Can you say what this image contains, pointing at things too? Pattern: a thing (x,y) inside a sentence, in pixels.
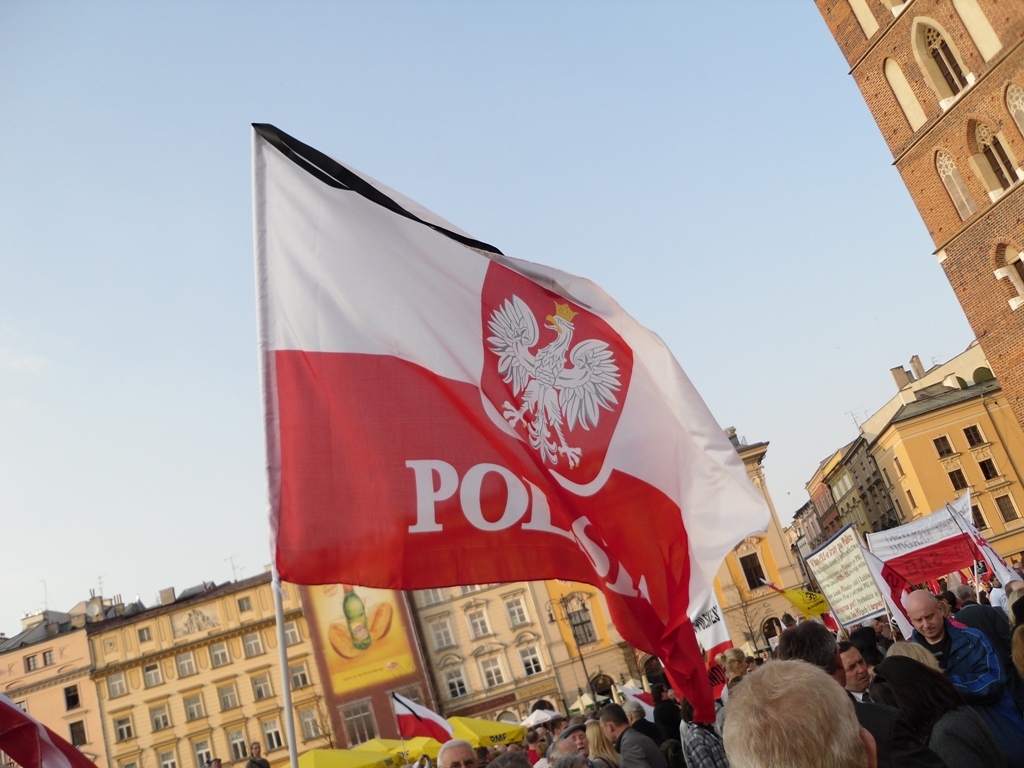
In the center of the image (408,373) there is a flag (422,464). At the bottom of the image (611,702) we can see persons (765,718) on the road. In the background (300,691) we can see buildings (988,412) and sky (596,60).
